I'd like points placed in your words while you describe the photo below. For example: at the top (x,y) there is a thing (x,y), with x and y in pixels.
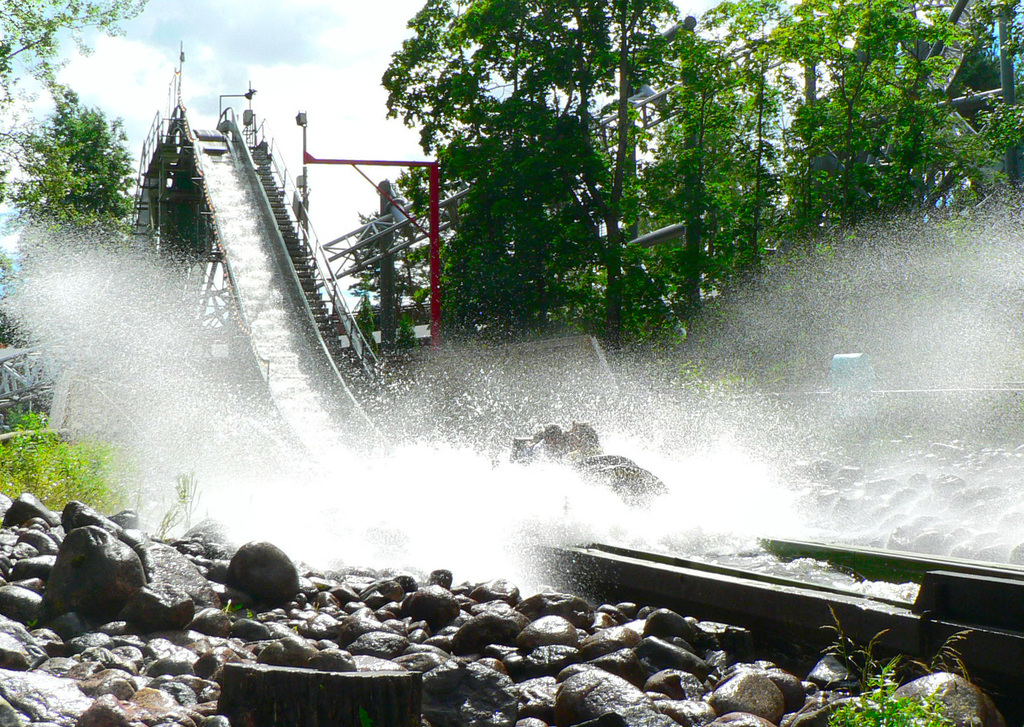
This image is taken outdoors. At the bottom of the image (358,628) there is a ground (857,689) with a few pebbles (198,637) and grass (69,452) on it. In the background (485,160) there are many trees (532,216). At the top of the image (379,48) there is a sky (272,71) with clouds (390,137). In the middle of the image (347,361) there is a water slide (222,111) and there is a track (951,612).
